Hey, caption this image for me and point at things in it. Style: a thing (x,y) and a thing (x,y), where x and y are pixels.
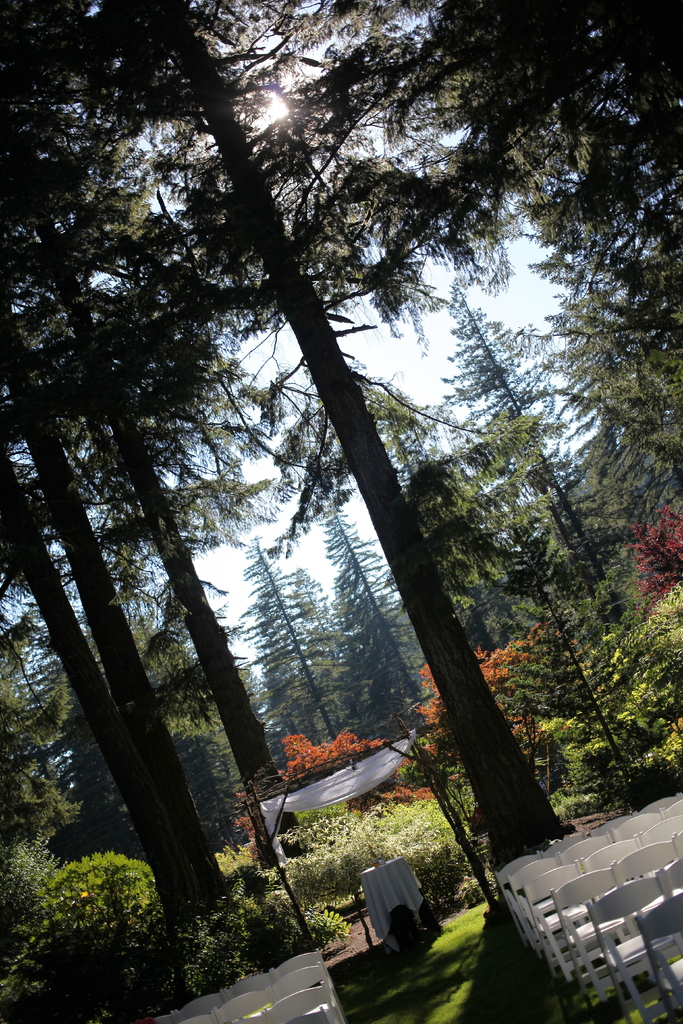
In this image I can see at the bottom (300,1009) there are chairs (666,903). In the middle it looks like a garden shelter (455,821), in the background (496,806) there are trees (579,649), at the top (496,320) there is the sky (511,320).
